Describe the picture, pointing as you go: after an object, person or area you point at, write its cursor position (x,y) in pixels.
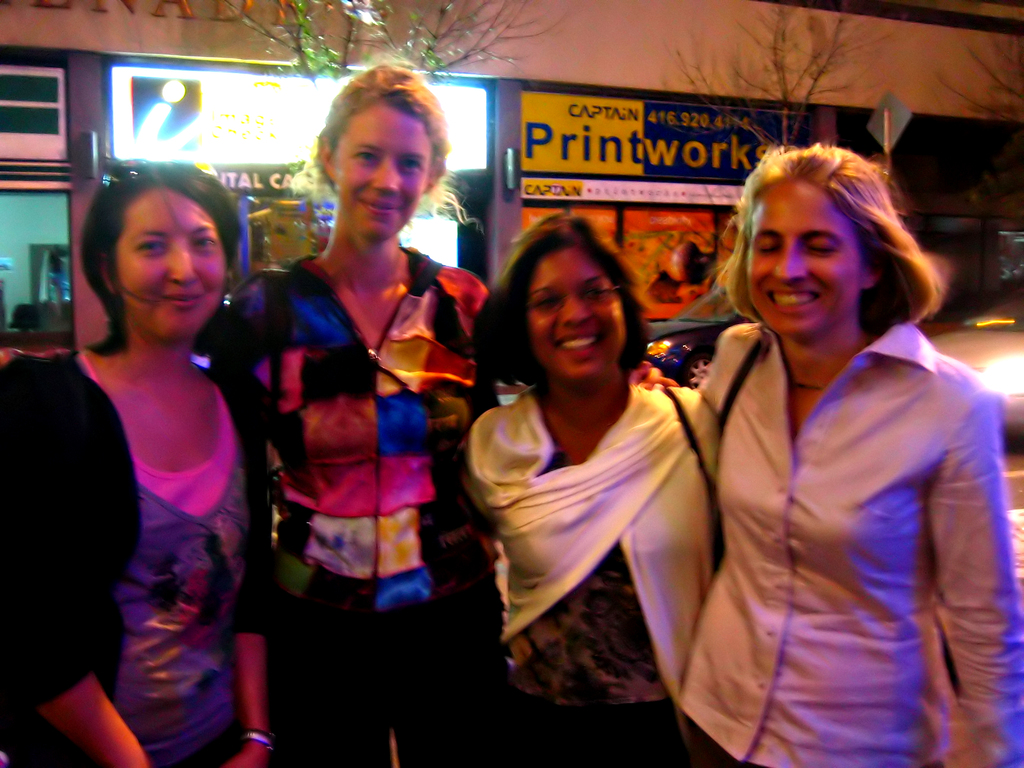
In this picture we can see few people (487,378) are standing, behind we can see some boards (641,157) attached to the wall (621,1).
